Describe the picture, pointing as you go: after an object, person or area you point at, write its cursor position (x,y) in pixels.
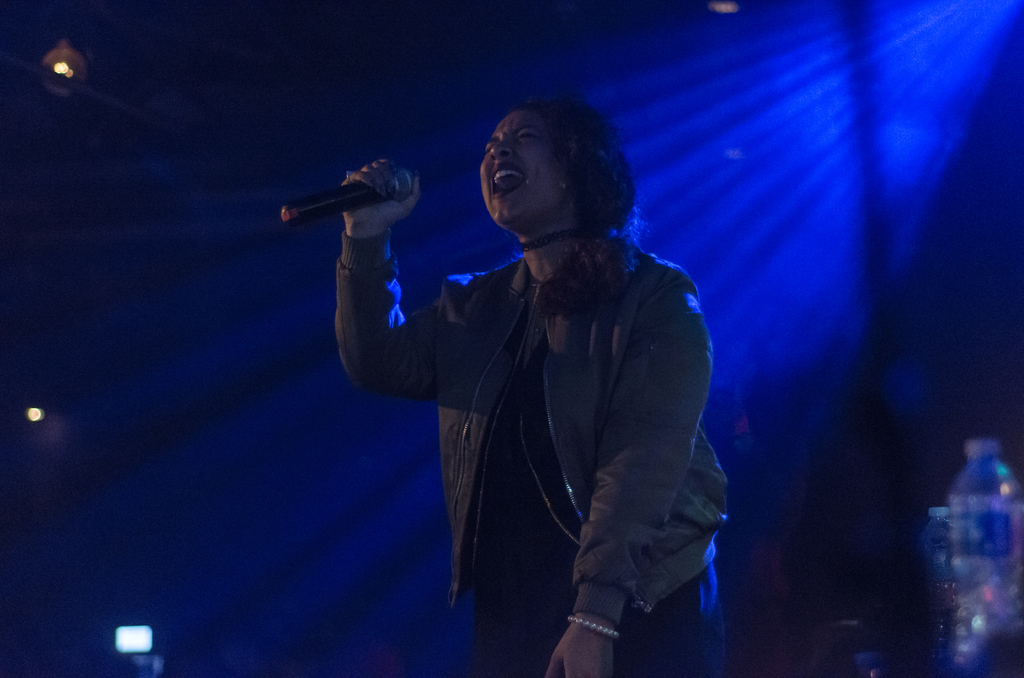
A woman (390,238) is holding microphone (286,212), this is bottle (984,547).
